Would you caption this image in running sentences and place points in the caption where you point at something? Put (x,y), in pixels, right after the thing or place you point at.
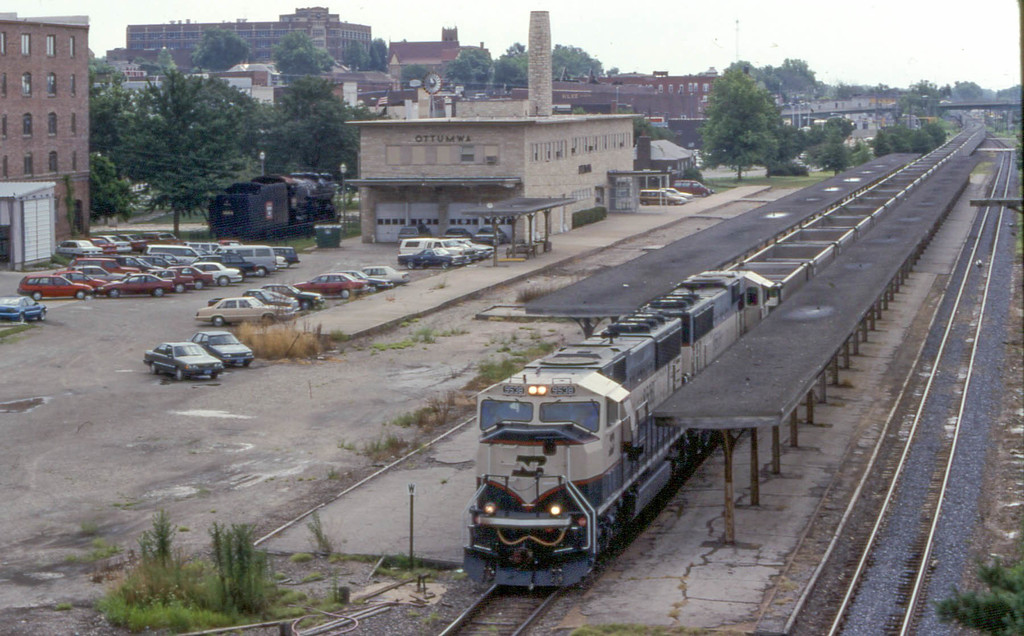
In this picture I can see the train (663,442) on the railway track (521,608). Beside that I can see the shed (796,390) and platform (743,468). On the left (333,282) I can see the cars (381,283), vans (415,240), trucks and other vehicles (25,287) which is parked near to the buildings (420,209). In the background (628,84) I can see the building (478,118), poles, tower (533,67) and other objects (758,144). On the right (1010,100) background there is a bridge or flyover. At the top (657,17) there is a sky (687,18). At the bottom (266,579) I can see the pipe (334,615), poles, grass (214,617) and plants (252,597).
